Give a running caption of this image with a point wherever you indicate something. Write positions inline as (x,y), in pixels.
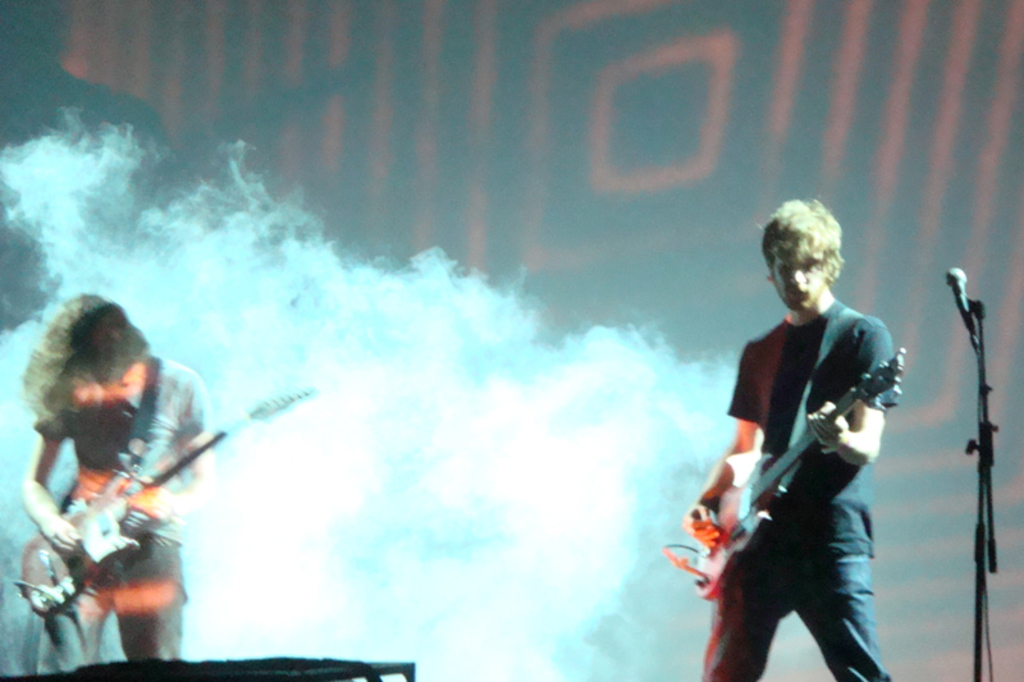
In this image I can see two persons (715,505) are playing the guitar (754,499). On the right side of the image (957,285) there is a mike stand (989,465).
